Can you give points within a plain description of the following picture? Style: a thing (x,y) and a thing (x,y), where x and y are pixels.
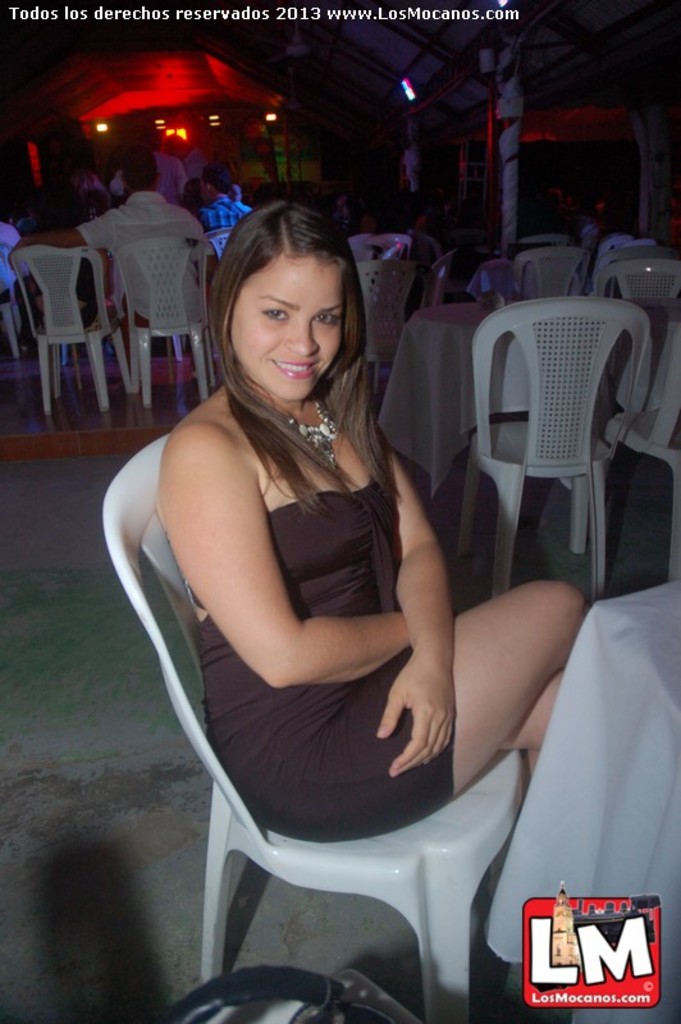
in this image, There are some chairs (574,392) and tables (457,373) which are in white color, In the middle (407,664) there is a woman (354,787) sitting on the chair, In the background (204,104) there is a red color curtain (260,100).
